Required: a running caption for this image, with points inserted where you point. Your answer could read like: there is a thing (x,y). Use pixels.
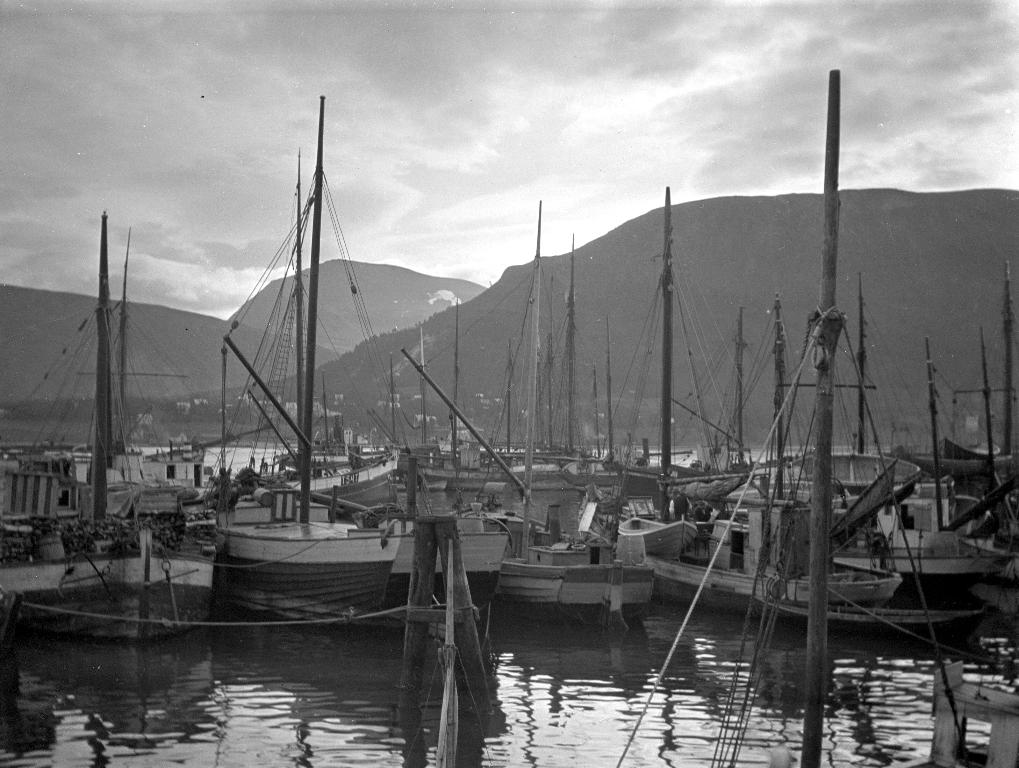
This is a black and white image. There are many ships (816,714) on the water (504,671). There are mountains (520,389) at the back (337,312) and clouds (435,142) in the sky (542,42).
